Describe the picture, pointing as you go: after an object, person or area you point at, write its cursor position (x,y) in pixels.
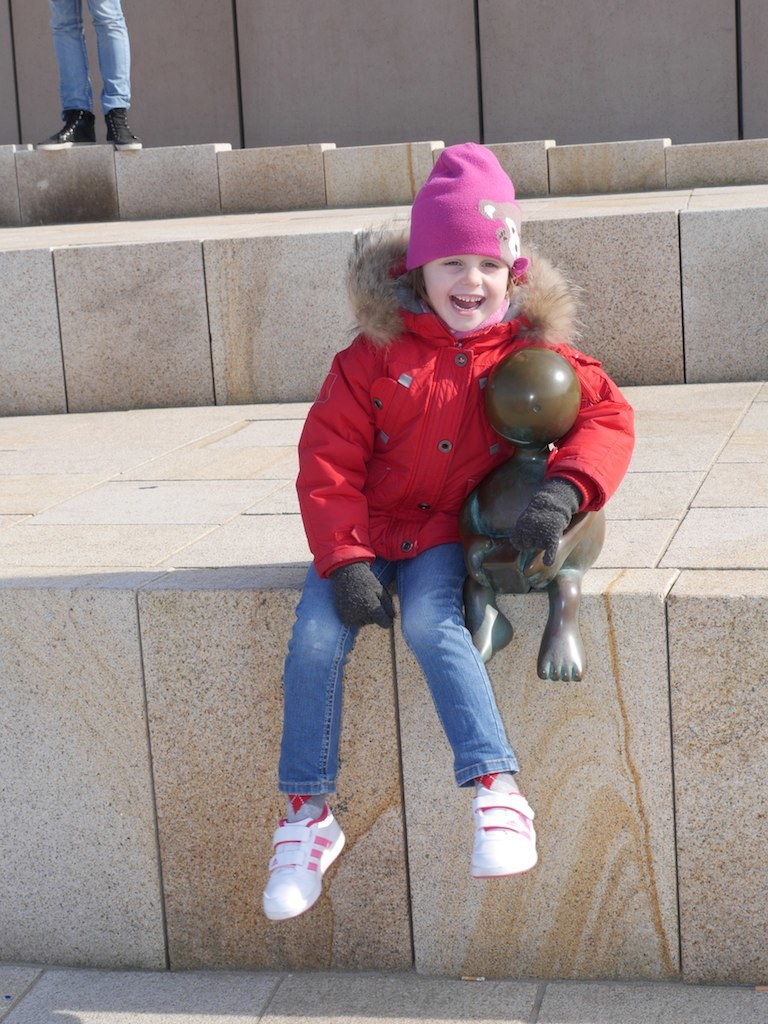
In the picture there is a girl (370,525) sitting beside a statue (470,518) and laughing, behind the girl (439,282) there is a person (121,142) standing.
